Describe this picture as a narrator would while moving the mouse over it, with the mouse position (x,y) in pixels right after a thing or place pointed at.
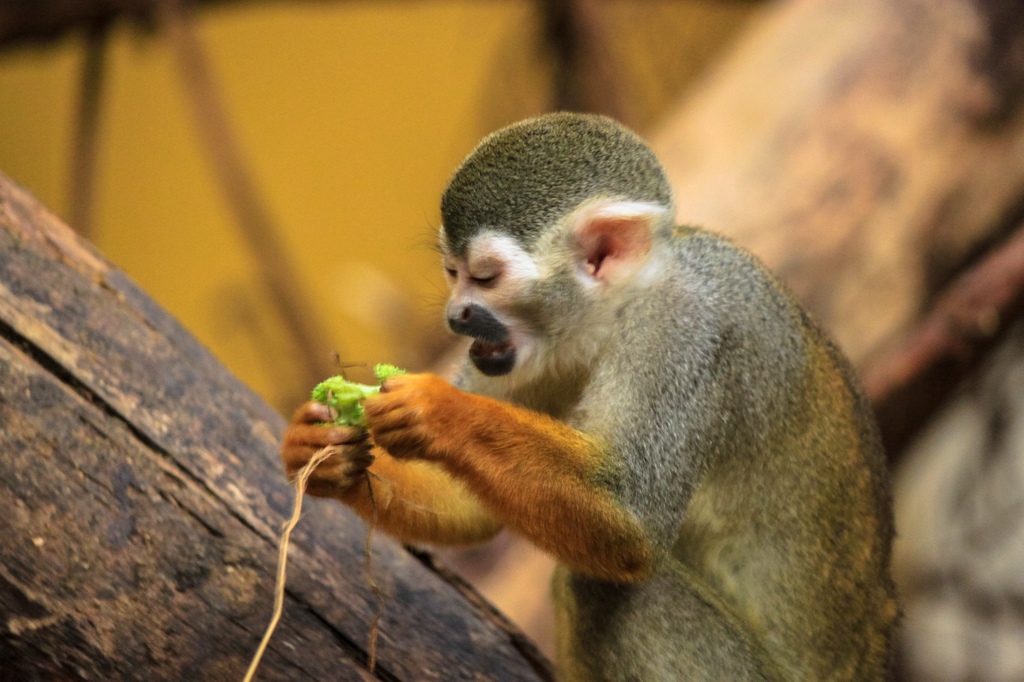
This picture might be taken from forest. in this image, in the middle (493,436), we can see monkey (808,519) holding something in its hand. on the left side (213,507), there is a wood (243,505). In the background (329,31), we can see yellow color.
